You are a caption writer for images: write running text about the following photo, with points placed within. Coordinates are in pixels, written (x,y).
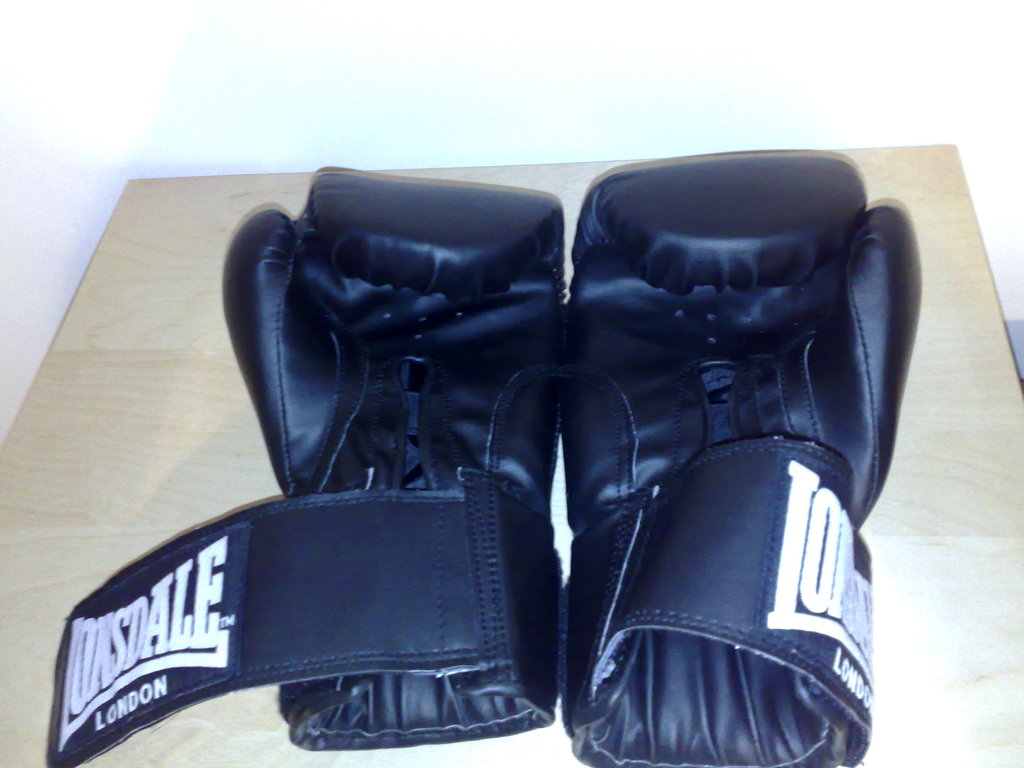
There are two black gloves (511,338) kept on a table (6,733).
